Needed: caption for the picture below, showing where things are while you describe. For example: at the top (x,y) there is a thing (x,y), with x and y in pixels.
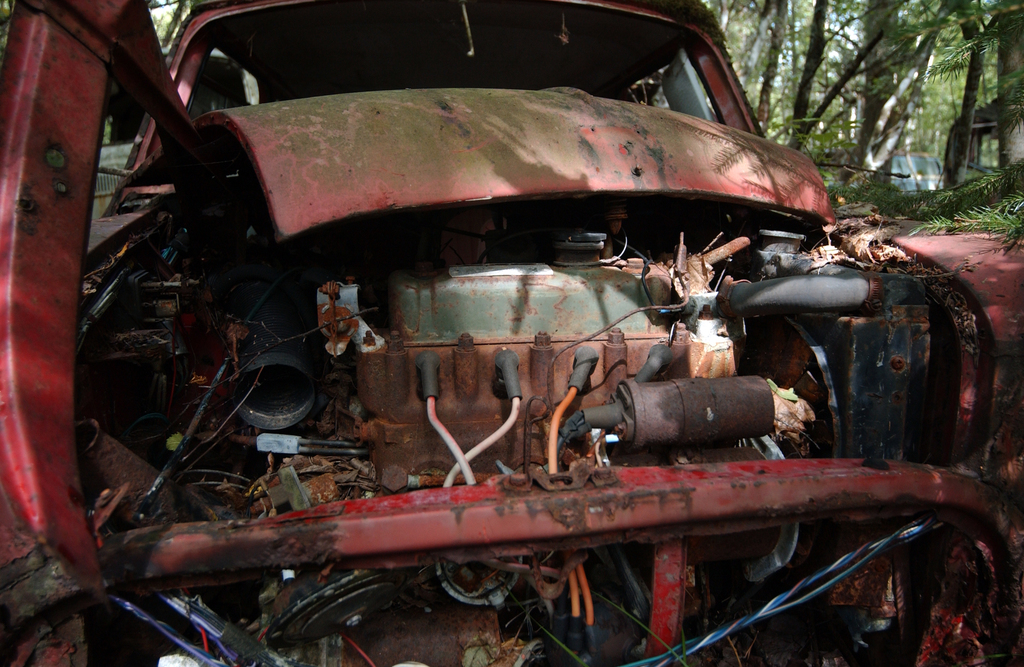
Here we can see a vehicle (564,553) and vehicle parts (649,348). Background (827,4) there are trees (894,141).
